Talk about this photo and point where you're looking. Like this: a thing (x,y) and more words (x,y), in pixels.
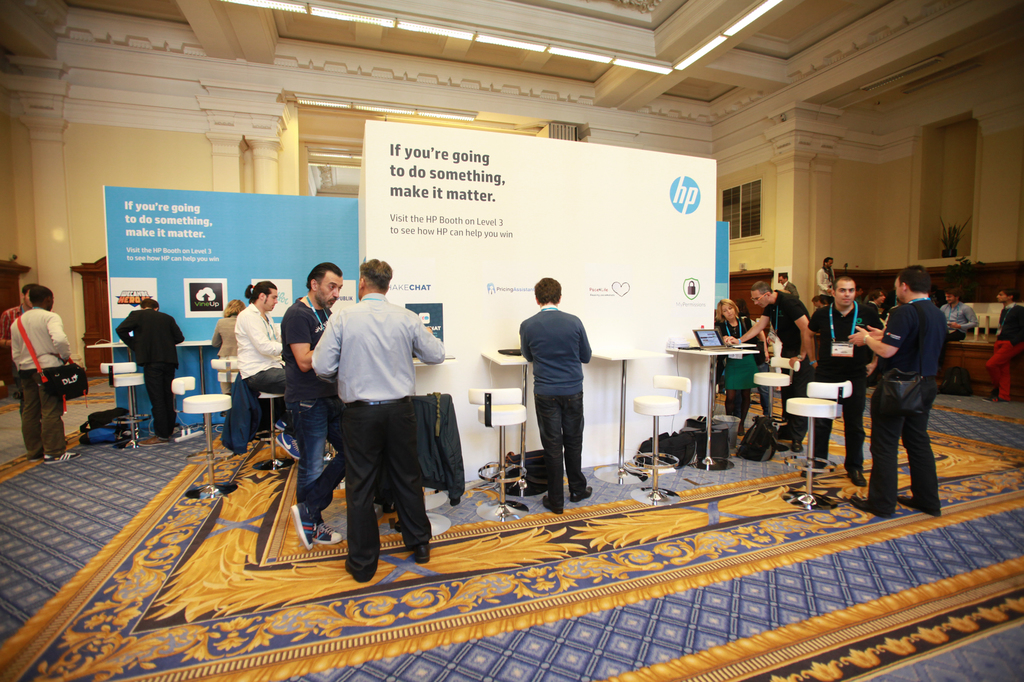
In this picture there is a man (384,415) who is wearing shirt (342,382) and shoe (354,573). Beside him there is another man (315,303) who is wearing t-shirt (287,343), jeans (318,448) and sneakers (304,517). Both of them are standing near to the chair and table (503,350). In the center (558,321) there is another man (566,376) who is wearing sweater (568,356), trouser (552,449) and shoe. He is standing near to the black bags (535,462). On the right (922,339) I can see some people (789,321) were standing near to the table (755,350). On the table (730,349) I can see the laptop (714,348). Beside the table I can see the white color cotton partition (636,233). In the background (973,313) I can see some people (243,305) were standing near to the table (203,360) and chairs (114,373). At the top (630,22) I can see many tube lights (431,32) on the roof (664,25).
